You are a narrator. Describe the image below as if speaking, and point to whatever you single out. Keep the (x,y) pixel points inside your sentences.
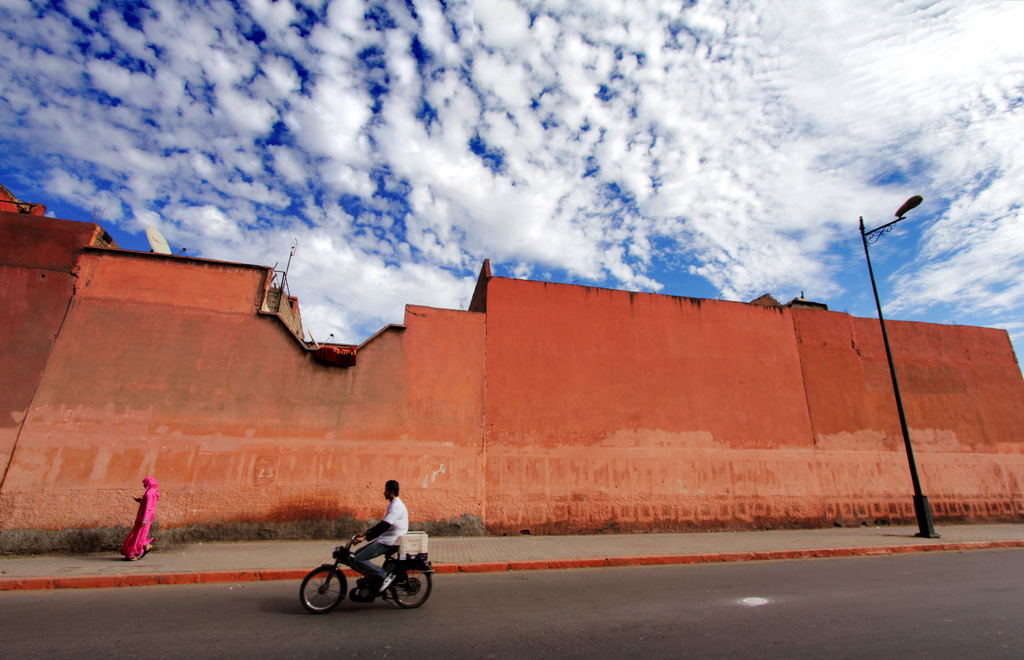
The man (401,506) in white T-shirt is riding a bike (362,575). Beside him, the woman (140,513) in pink dress (141,522) is walking on the footpath (708,554). We even see a street light (926,501) placed on the footpath (737,548). At the bottom of the picture (607,586), we see the road (654,599). Behind her, we see a building (467,429) in red color. At the top of the picture (523,87), we see the sky (506,187) and the clouds (572,174).
